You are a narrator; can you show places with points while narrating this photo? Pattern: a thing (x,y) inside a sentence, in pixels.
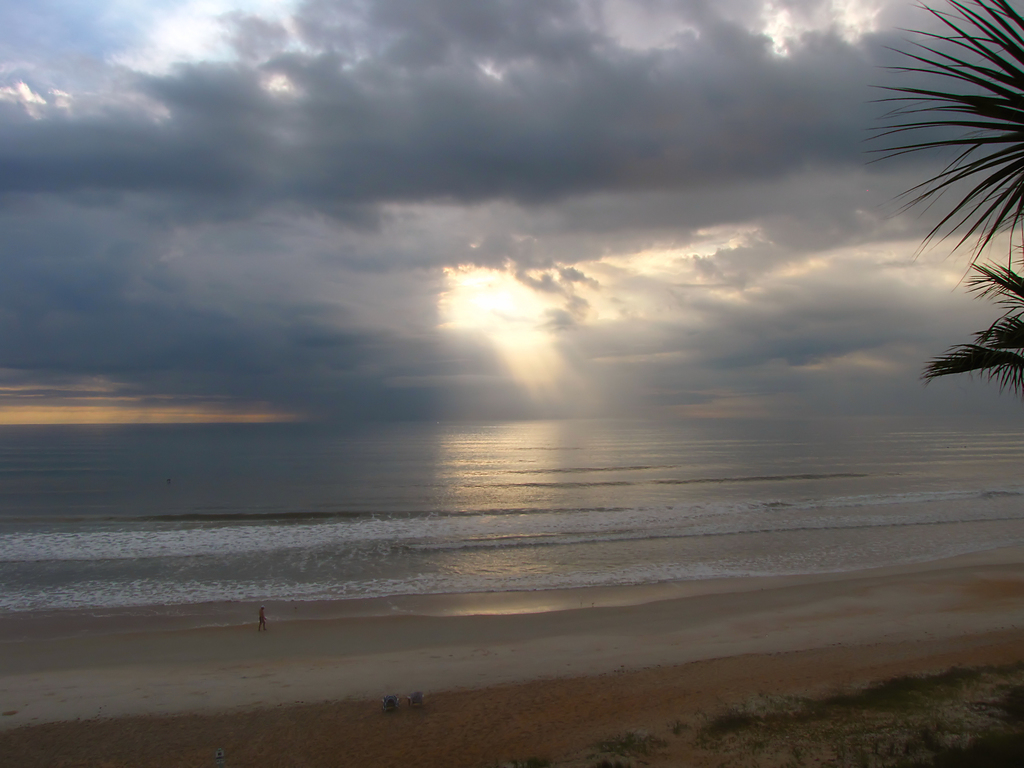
In this image I can see ground (317,690), water (379,578), a tree (1021,72), clouds (481,128) and the sky (86,68). I can also see a person (259,630) is standing over there.
